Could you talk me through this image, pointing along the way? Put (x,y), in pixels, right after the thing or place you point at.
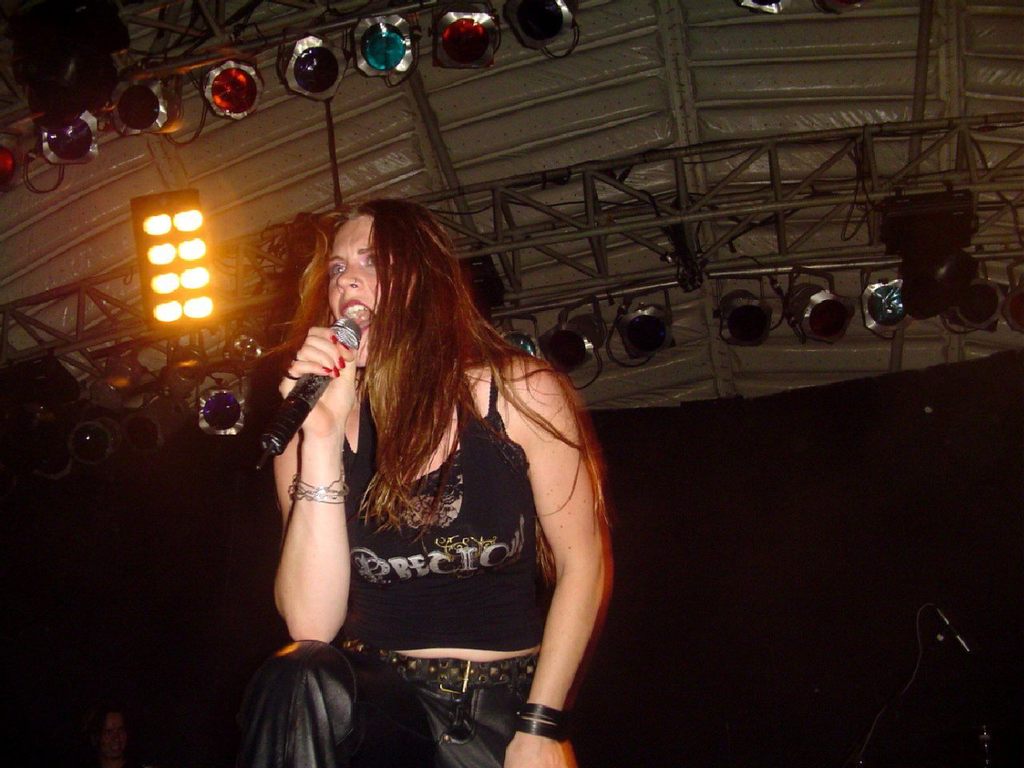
In this image I can see a person (330,557) and the person (409,349) is holding a microphone (298,418) and singing. The person (399,517) is wearing black color dress (491,703), background (937,232) I can see few poles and few lights (61,51).
